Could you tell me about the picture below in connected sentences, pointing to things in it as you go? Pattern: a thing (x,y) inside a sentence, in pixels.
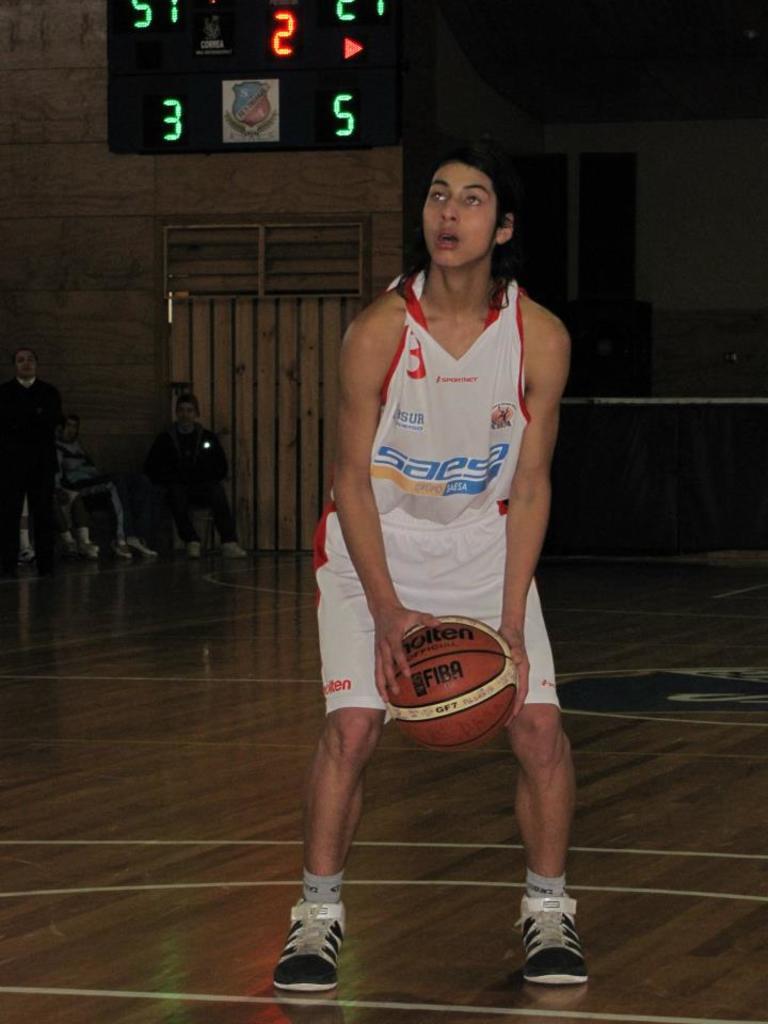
In the picture we can see a person (321,754) standing on the wooden base surface (713,853) and holding a basketball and wearing a white top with a shoe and in the background (631,293), we can see a wall (754,497) and near to it on the floor (214,738) we can see some people (8,506) and to the wall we can see electronic points board (283,26).
